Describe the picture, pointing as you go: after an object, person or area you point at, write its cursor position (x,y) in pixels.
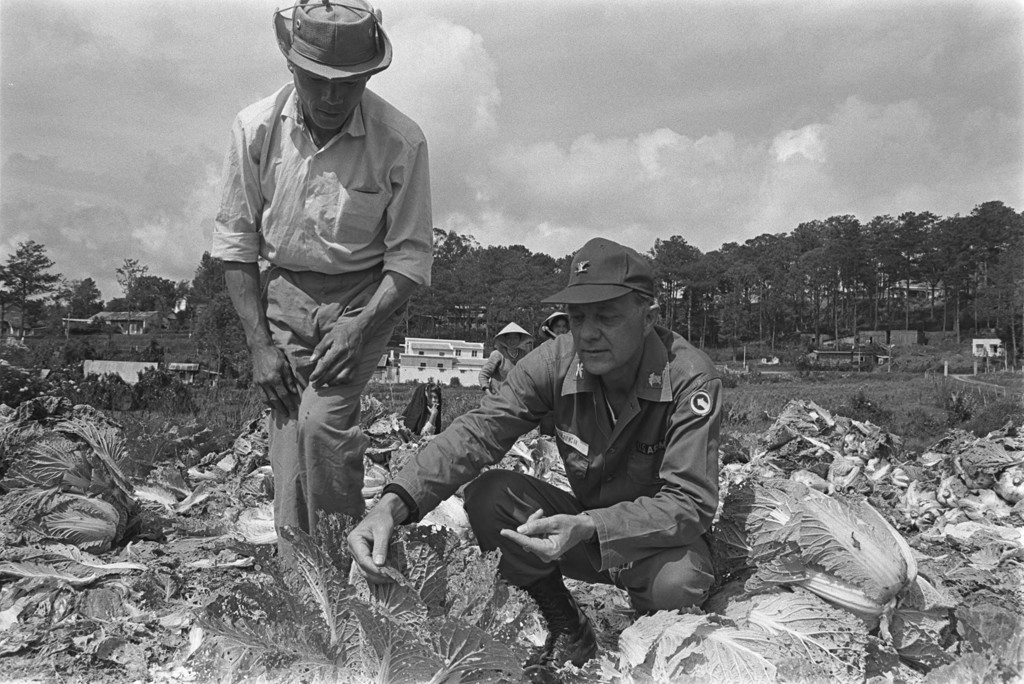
In the picture we can see two men (314,425), one man (580,425) is sitting near the plants (883,643) and touching it and one man (277,241) is standing beside him and he is with a hat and behind them, we can see two people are standing with hats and in the background (409,370) we can see some houses (409,370), many trees (914,327) and the sky (519,228) with clouds (571,236).
